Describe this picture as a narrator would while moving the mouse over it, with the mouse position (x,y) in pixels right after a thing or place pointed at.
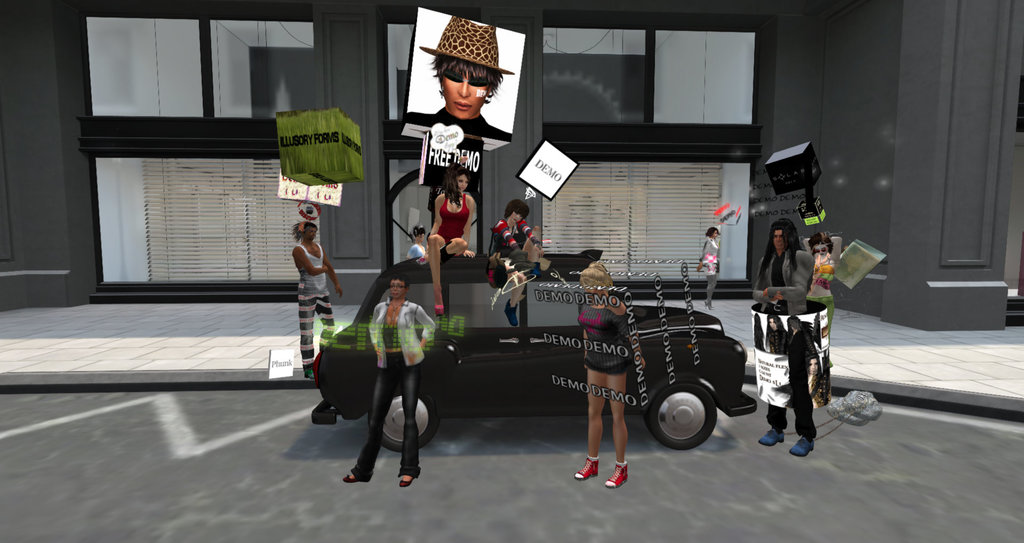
It is a graphical image. In the image few people (795,395) are standing and sitting on a vehicle (677,363).
